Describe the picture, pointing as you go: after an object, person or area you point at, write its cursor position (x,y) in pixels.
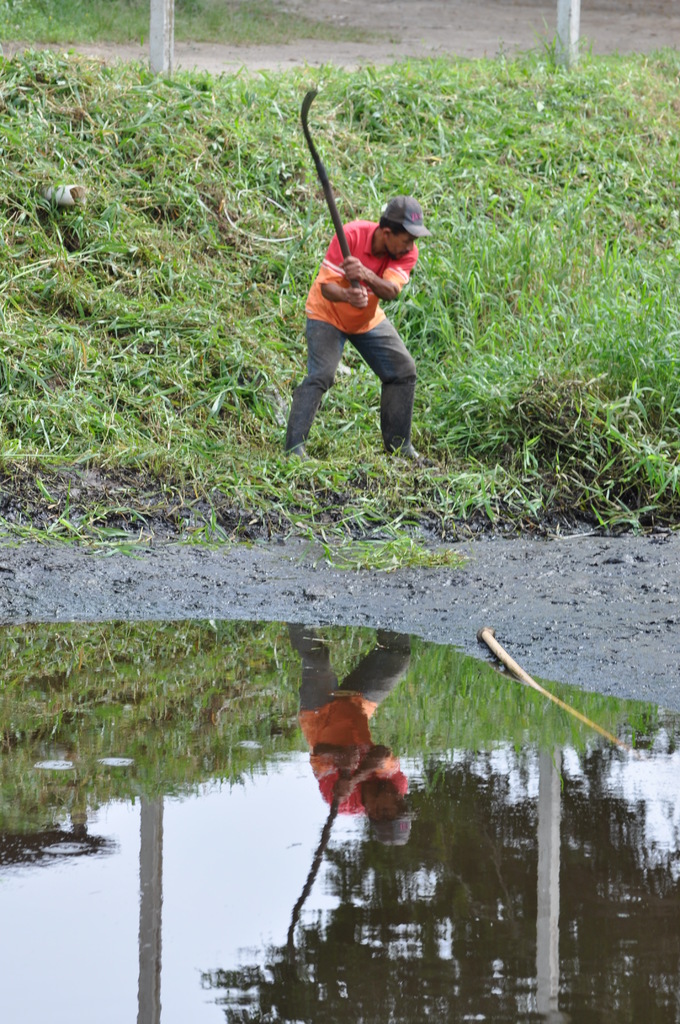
In the foreground (224,752) there is a water body (278,649). In the middle of the picture (333,553) we can see grass (275,207), person (340,340), mud (367,599) and stick (494,648). The person (364,288) is holding a stick (309,131). In the background (162,35) there are poles (162,49), path (265,54) and grass (213,22).
